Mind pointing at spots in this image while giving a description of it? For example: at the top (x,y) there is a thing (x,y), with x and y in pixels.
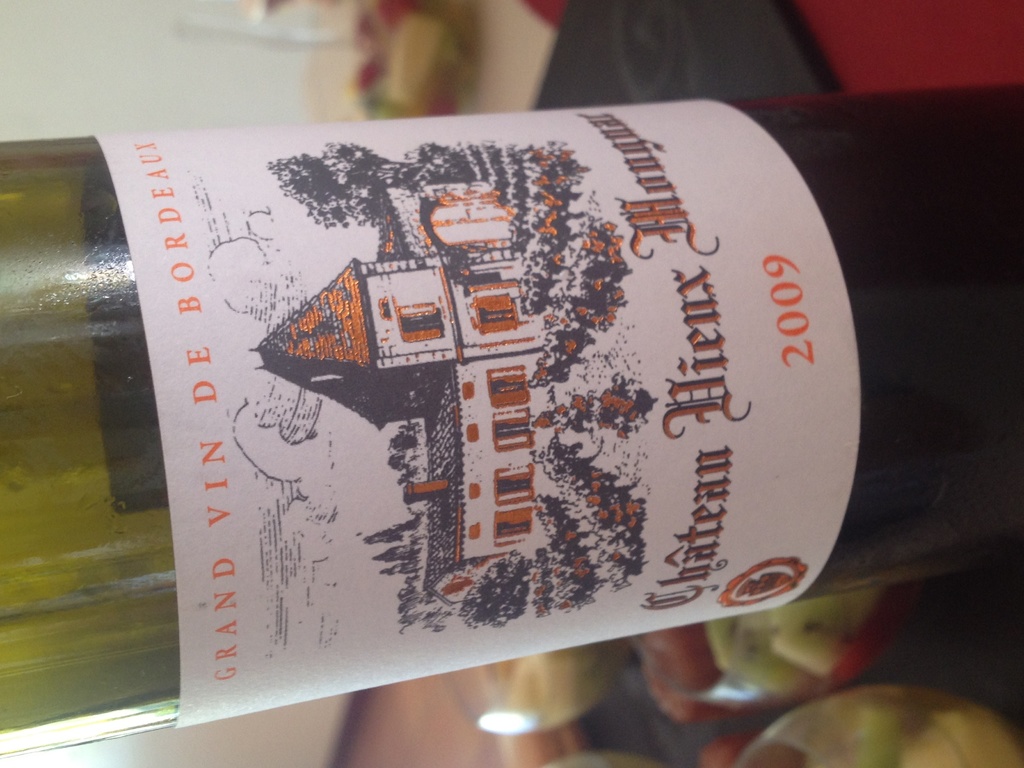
In this image, There is a wine bottle (906,418) which is in green color kept on the table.
